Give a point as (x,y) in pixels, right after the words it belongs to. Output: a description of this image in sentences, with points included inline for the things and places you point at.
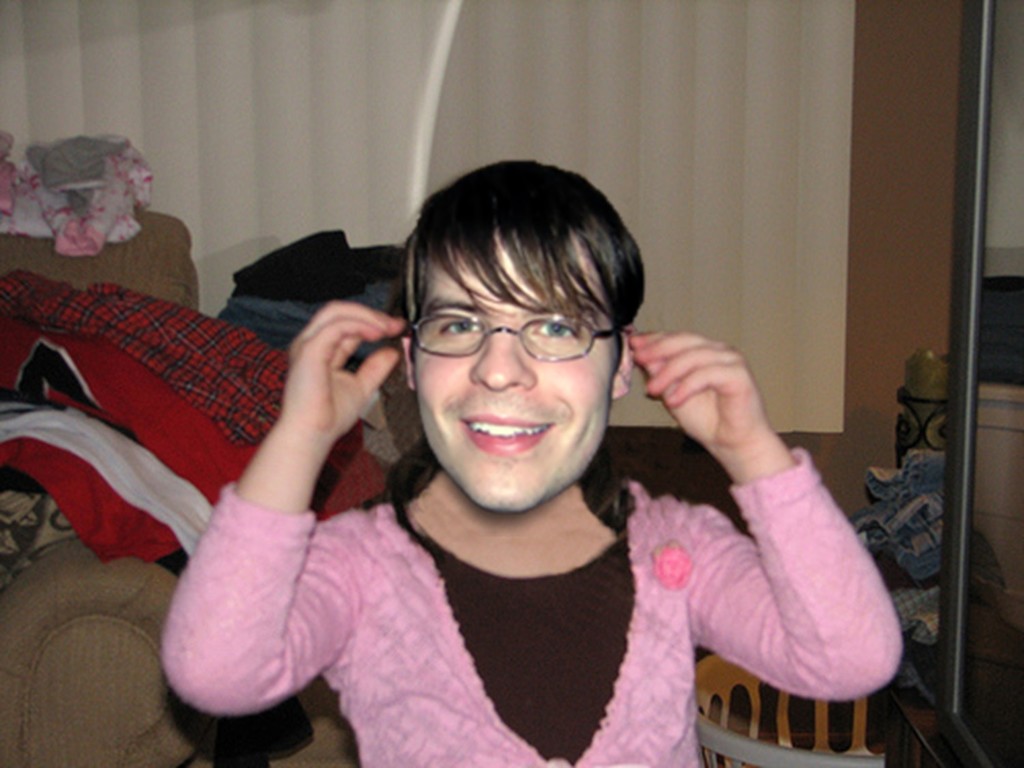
In this image there is a person (519,511) with a smile on his face (495,396), behind the person (498,517) on the sofa (40,687) there are clothes (145,350), behind the sofa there is a curtain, beside the person (805,562) there is a mirror (960,491), beside the mirror (1012,632) there is an object (935,368), in front of the mirror (974,645) there is a basket (711,669).
